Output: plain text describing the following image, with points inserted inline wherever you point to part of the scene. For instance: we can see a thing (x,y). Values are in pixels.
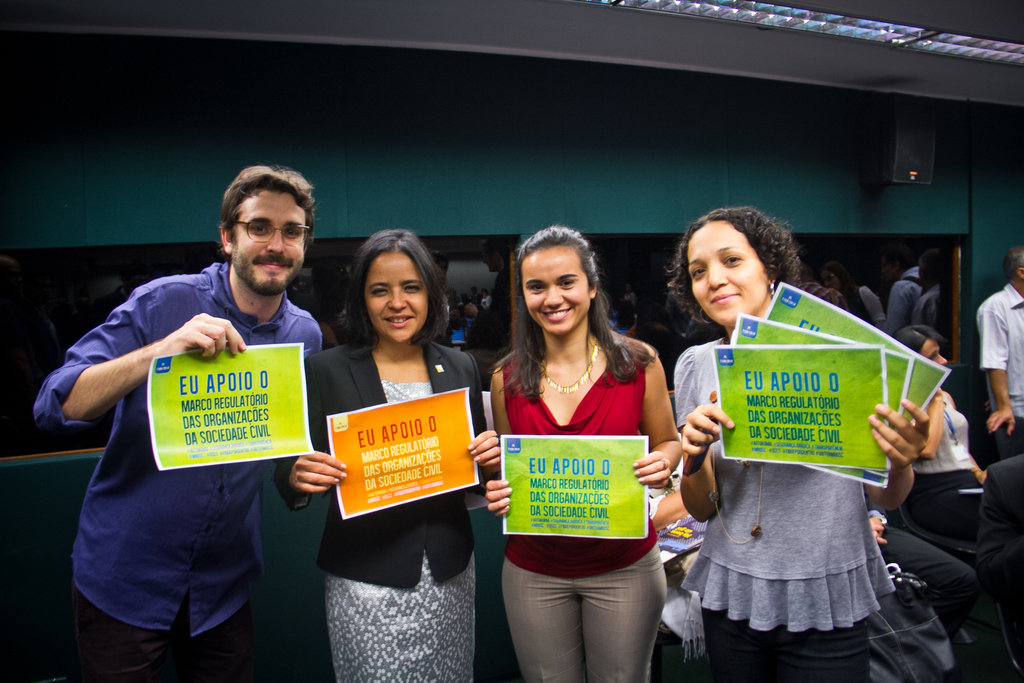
In this picture, in the middle (525,408), we can see four people (758,543) are standing and they are also holding some papers (525,474) in their hand (883,444). On the right side (1016,317), we can see a group of people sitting and few people (1021,374) are standing. In the background (517,214), we can see glass window (18,336) and a wall (730,193). On the top (757,42), we can see a roof (1001,86).
